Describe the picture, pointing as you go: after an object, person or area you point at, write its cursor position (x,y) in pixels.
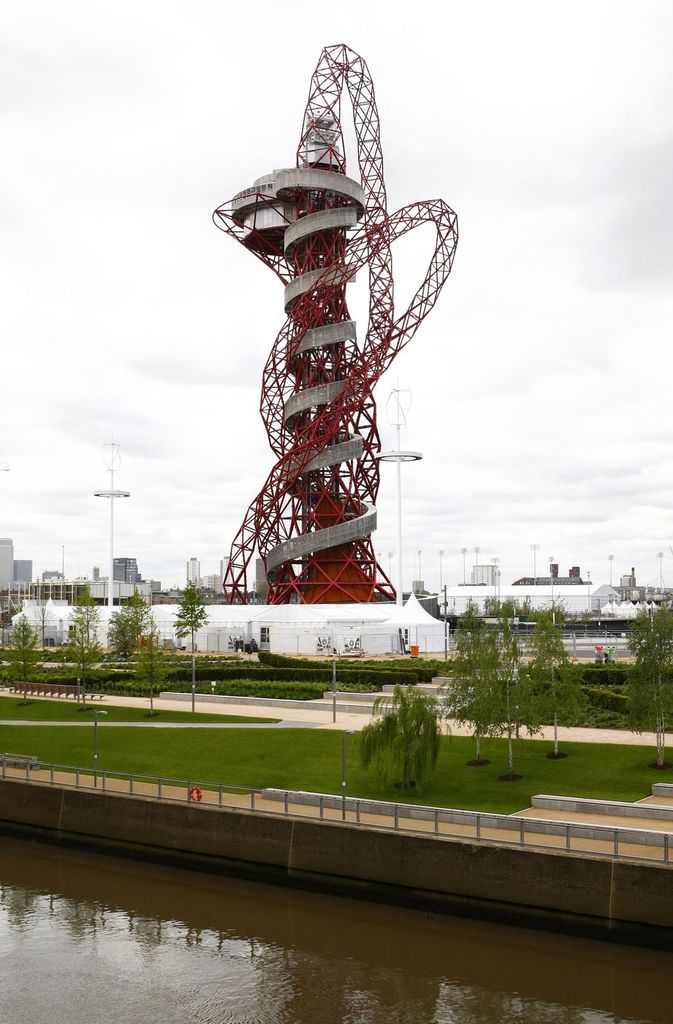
In this image we can see there are buildings (95,586), tower (358,591), trees (544,711), grass (341,761), ground (242,708), poles (112,490) and the sky (147,355). And at the side, we can see the wall (463,847), fence (433,832) and the water (306,945).
